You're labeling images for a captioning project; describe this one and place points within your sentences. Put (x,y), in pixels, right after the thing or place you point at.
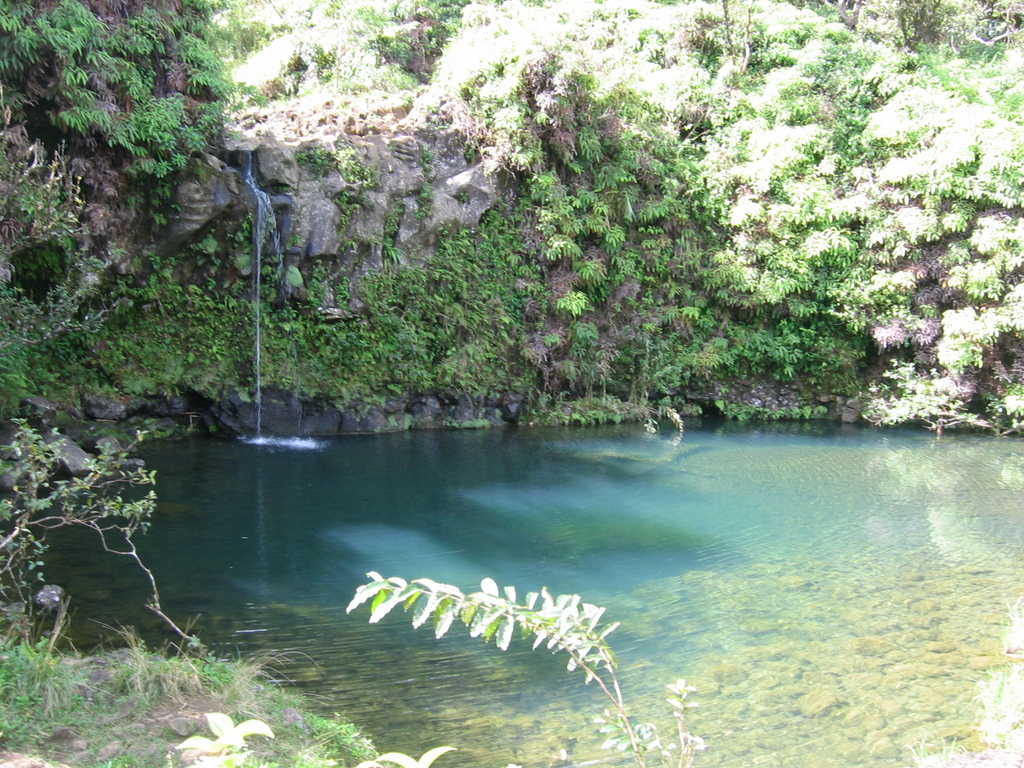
In this image I can see the water (818,520), some grass (128,725), few plants (361,594) and in the background (254,412) I can see the huge rock mountain (379,170) and few trees (699,141) on it which are green in color.
